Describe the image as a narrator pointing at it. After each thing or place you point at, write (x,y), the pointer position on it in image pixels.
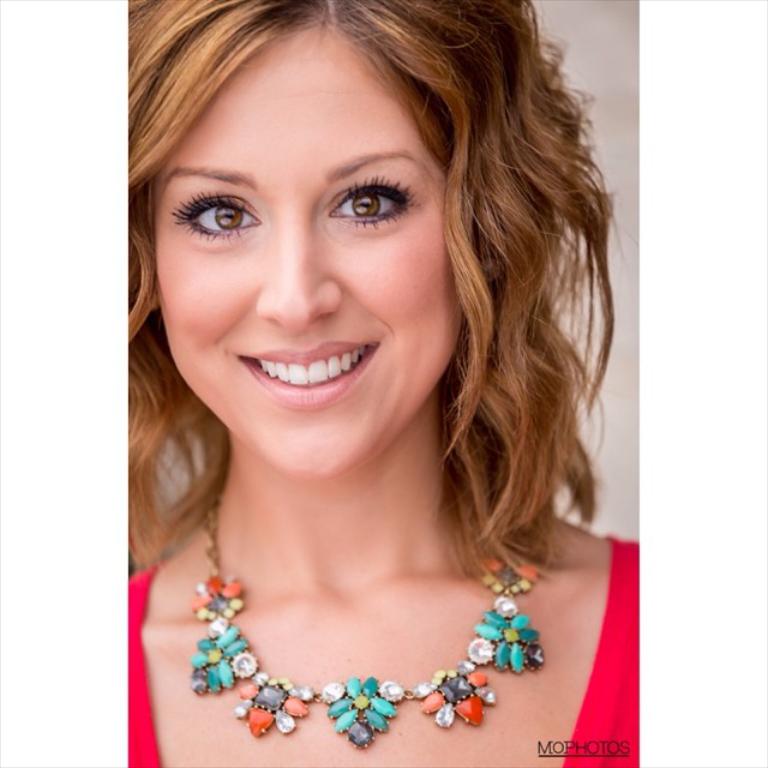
In this image I can see a woman (291,421) posing for the pic wearing red dress (615,687). In the right bottom corner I can see some text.
